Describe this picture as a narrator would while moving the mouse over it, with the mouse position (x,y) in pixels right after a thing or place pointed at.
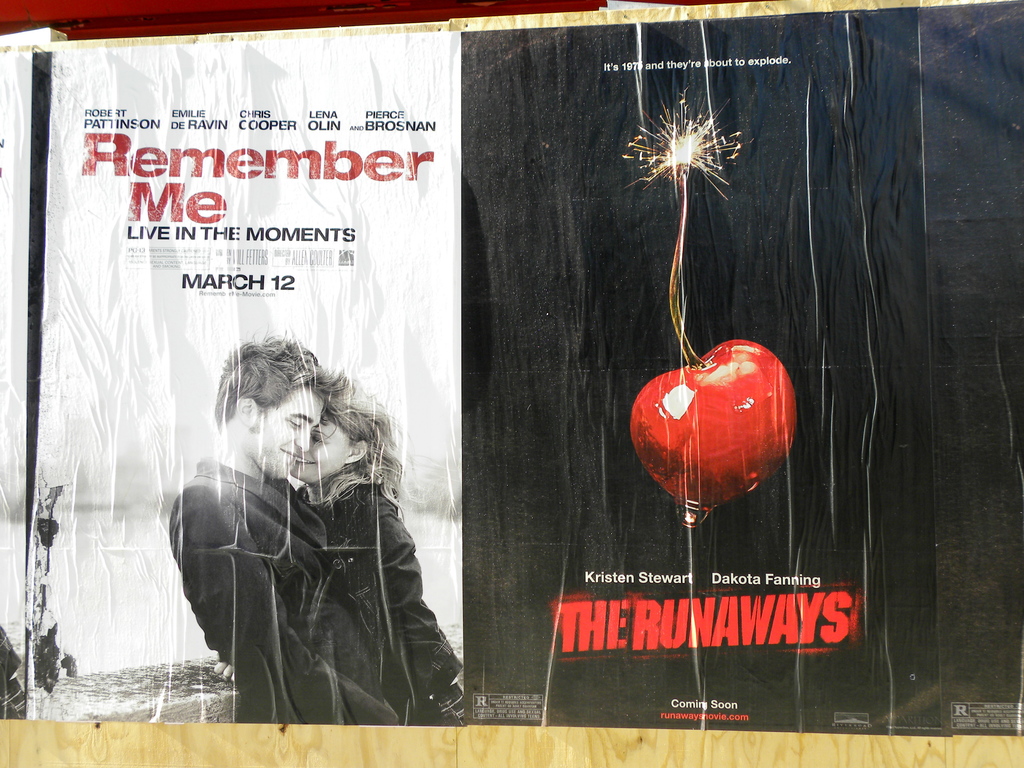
In this image I can see a poster (158,208) with some text (748,637) on it. I can see the picture (282,437) of a man (303,558) and a woman (336,622) on it.
